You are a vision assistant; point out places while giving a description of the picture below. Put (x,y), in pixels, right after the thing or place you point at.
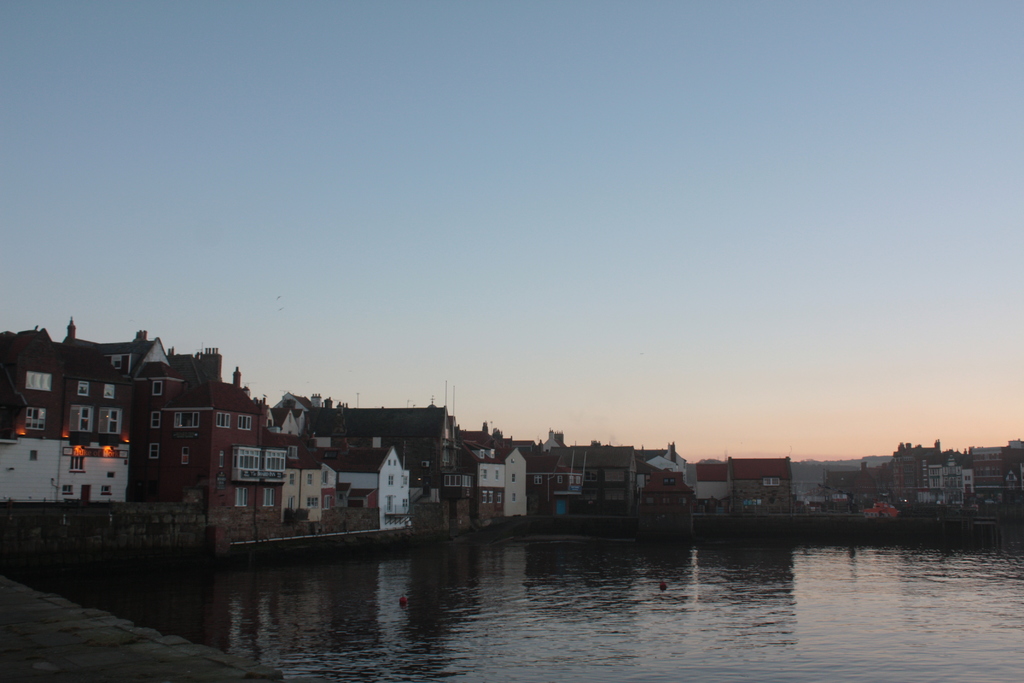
In this image we can see so many buildings (744,490) and a pond (620,636). At the top of the image (429,199), we can see the sky (383,253).
